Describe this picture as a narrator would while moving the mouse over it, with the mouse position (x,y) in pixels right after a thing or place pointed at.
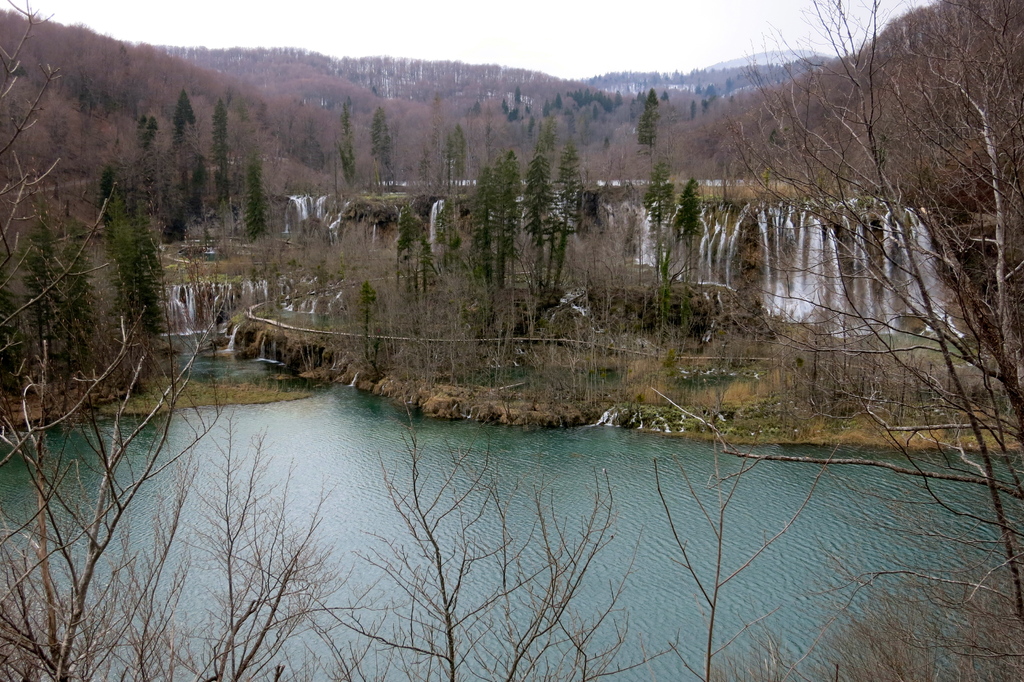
In this image I can see few trees (500,188), dry trees (467,259), water (446,493) and the water fall (804,283). The sky (569,68) is in white color.
